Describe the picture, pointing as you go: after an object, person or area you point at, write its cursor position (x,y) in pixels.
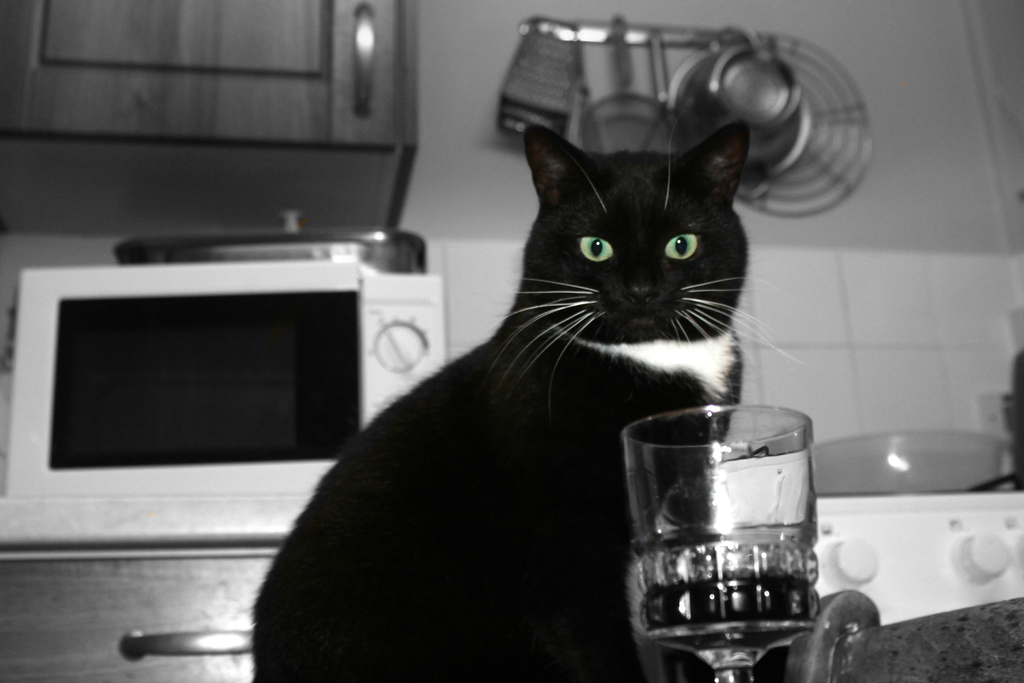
In this picture we can see a black color cat (582,520) is sitting, there is a glass (703,571) in the front (744,563), on the left side (154,440) there is an oven (170,430), on the right side (936,511) we can see a stove (900,533) and a bowl (889,455), there is a cupboard (262,9) at the left top of the picture (247,9), we can see a wall (782,228), a pan (743,104), a plate (727,97) and some things (753,85) present in the background (783,87).
